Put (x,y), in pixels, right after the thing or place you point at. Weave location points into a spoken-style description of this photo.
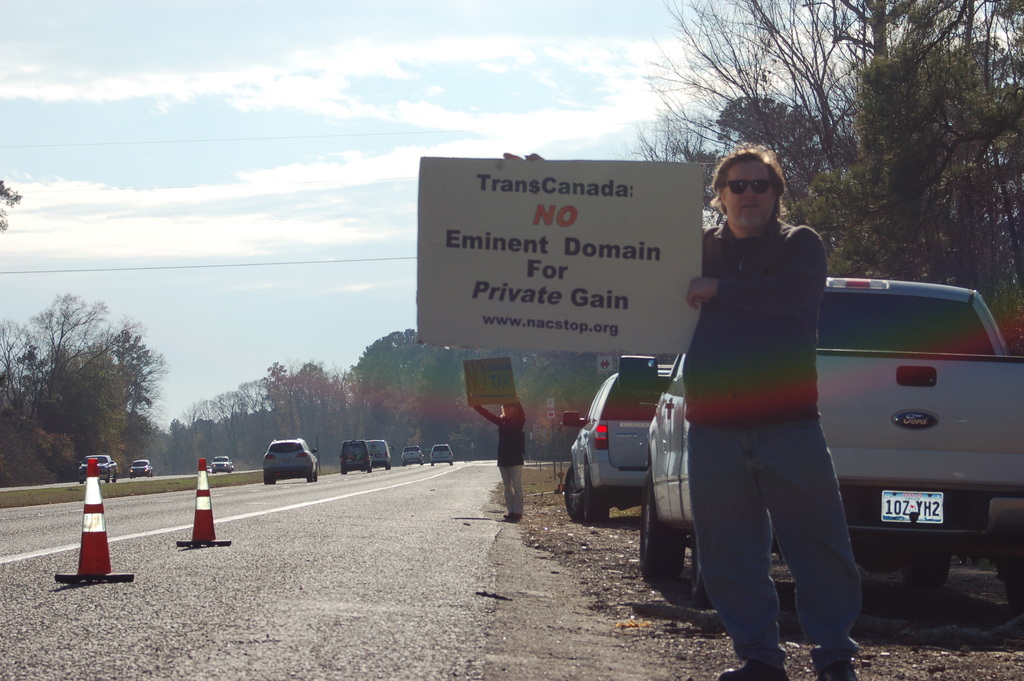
On the right side (731,206) a man (747,288) is standing with a placard (586,247) in his hands (711,287), he wore coat (762,289), trouser (782,537). Behind him there are 2 vehicles (661,466) that are parked, on the left side (264,448) few vehicles (415,457) are moving on the road (351,538), there are trees (212,448). At the top (289,142) it is the cloudy sky (296,163).
